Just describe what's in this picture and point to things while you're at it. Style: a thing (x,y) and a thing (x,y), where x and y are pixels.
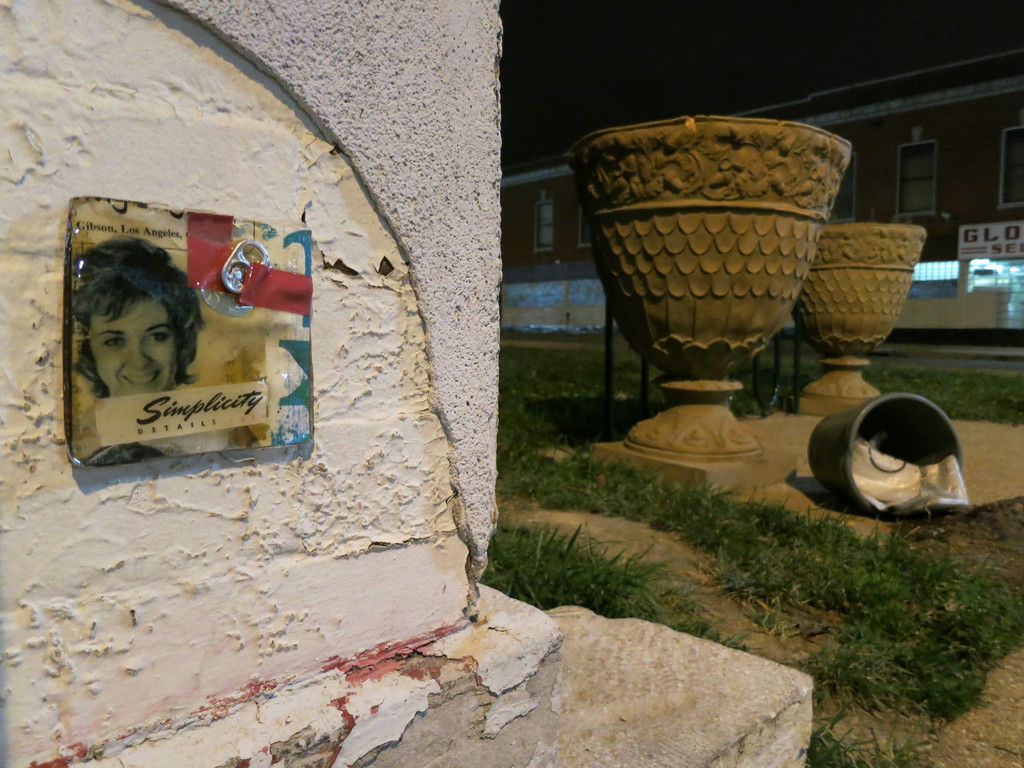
In this image in the front (228,460) there is a frame (237,391) on the wall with some text (166,423) and image (178,377) on it. In the center (674,293) there are pots (779,308) and there is a bucket (836,474) and in the bucket (868,434) there are objects (905,475) which are white in colour, there is grass (763,524) on the ground (805,534). In the background (884,160) there is a building (884,160) and there is a board (971,248) with some text (971,237) written on it. In the center (607,347) there is an object (607,347) which is black in colour.
